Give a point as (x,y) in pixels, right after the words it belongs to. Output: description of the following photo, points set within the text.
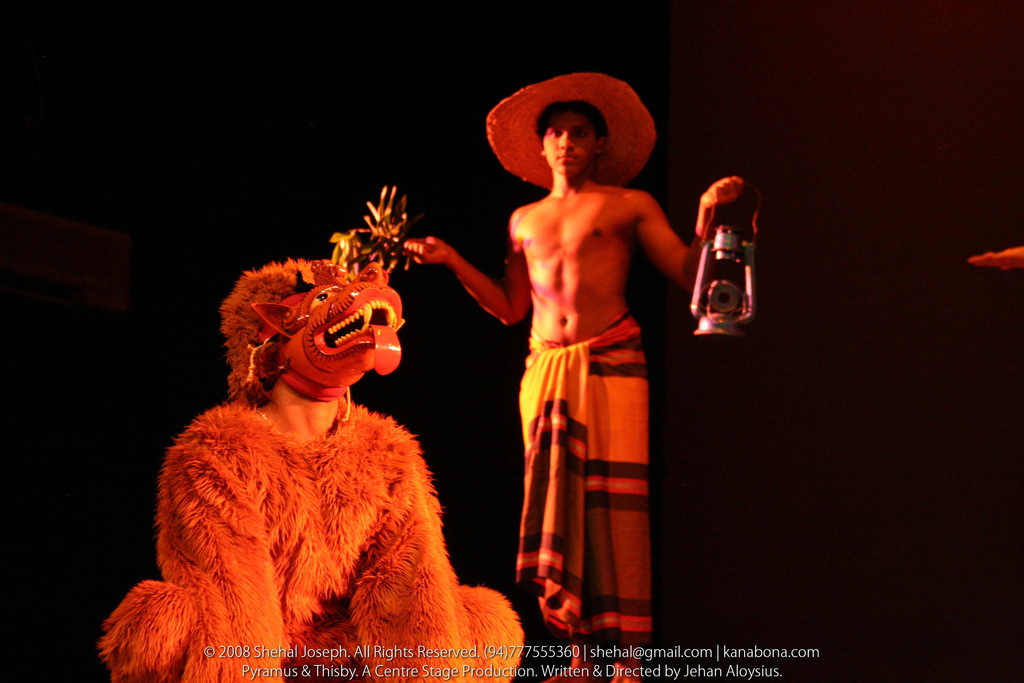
In the foreground of the image (173,482) we can see a person (329,578) wearing different costumes (298,468) and mask (374,289) is in the squat position, we can see this person (616,327) wearing hat (620,120) on his head (562,162) and a cloth (589,467) is holding a lantern (698,298) in his hand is standing here. The background of the image (679,604) is dark. Here we can see the watermark (472,669) on the bottom of the image (347,662).
